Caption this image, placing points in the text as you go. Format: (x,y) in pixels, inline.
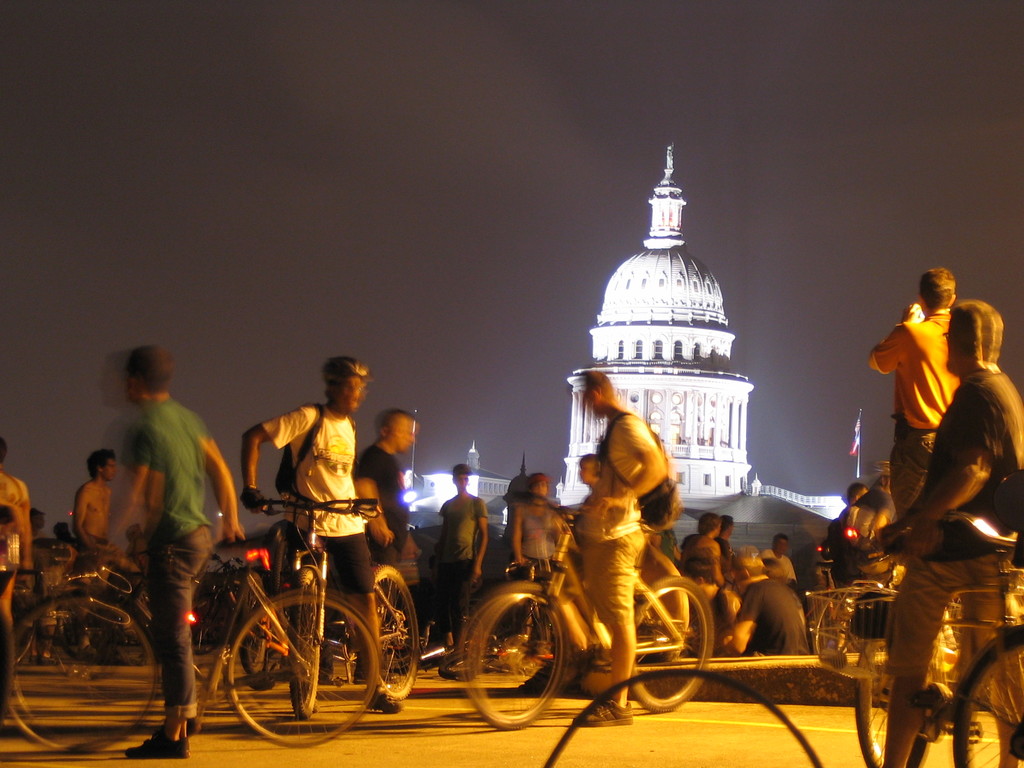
In this image we can see many people (988,348) with the bicycles (273,613). In the background of the image (711,361) we can see a building (606,316), sky (404,269), flag (856,444).
